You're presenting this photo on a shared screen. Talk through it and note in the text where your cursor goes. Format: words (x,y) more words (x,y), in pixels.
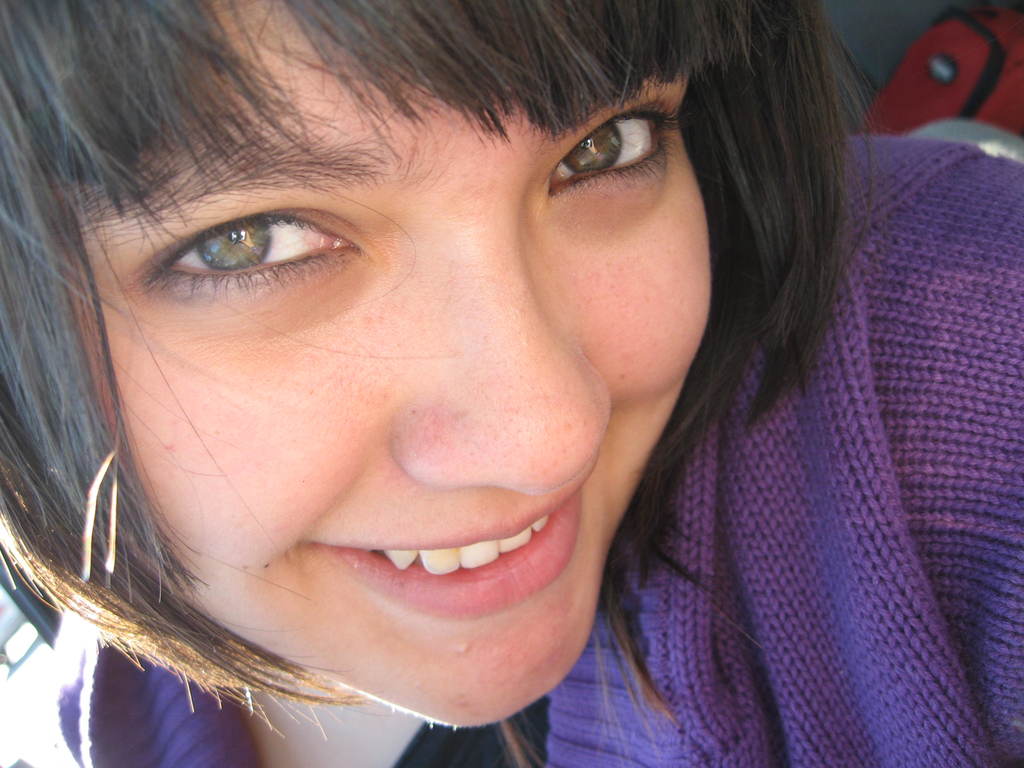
In this image I can see a person (402,543) wearing purple color dress (872,536). Background (1017,102) I can see a red color bag (964,98).
